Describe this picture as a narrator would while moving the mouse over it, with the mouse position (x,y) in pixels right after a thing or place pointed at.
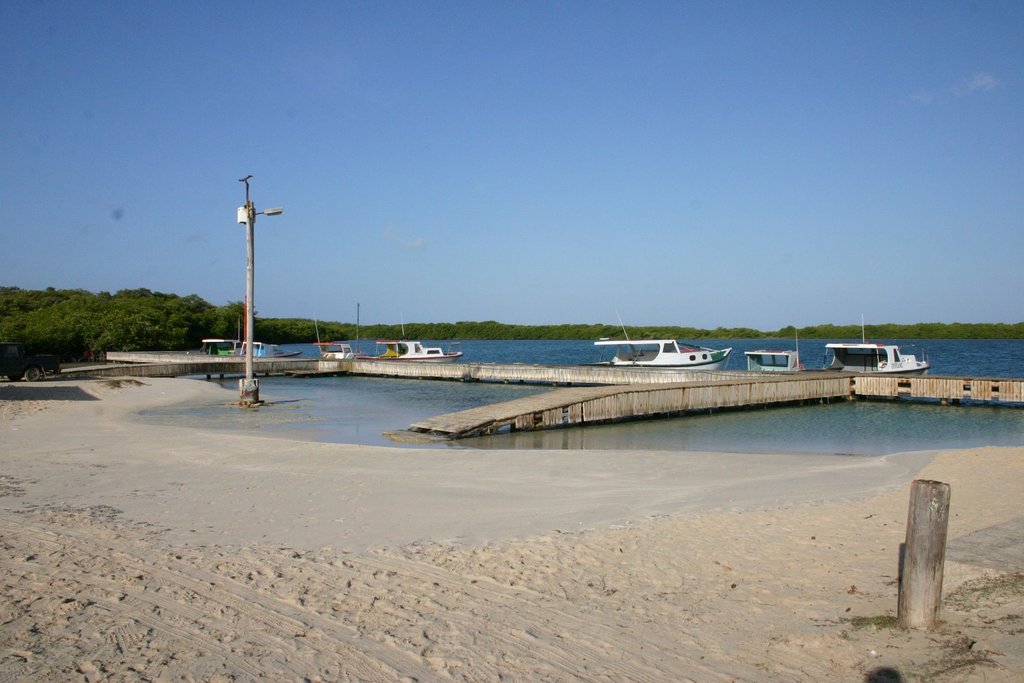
In front of the image there is a sand (609,597). There is a wooden pole (911,559). There is a lamp post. There are boats (323,349) in the water (275,407). In front of the boats (706,351) there is a wooden platform (520,430). In the background of the image (30,317) there are trees (23,344). At the top of the image (656,104) there is sky (780,154).
